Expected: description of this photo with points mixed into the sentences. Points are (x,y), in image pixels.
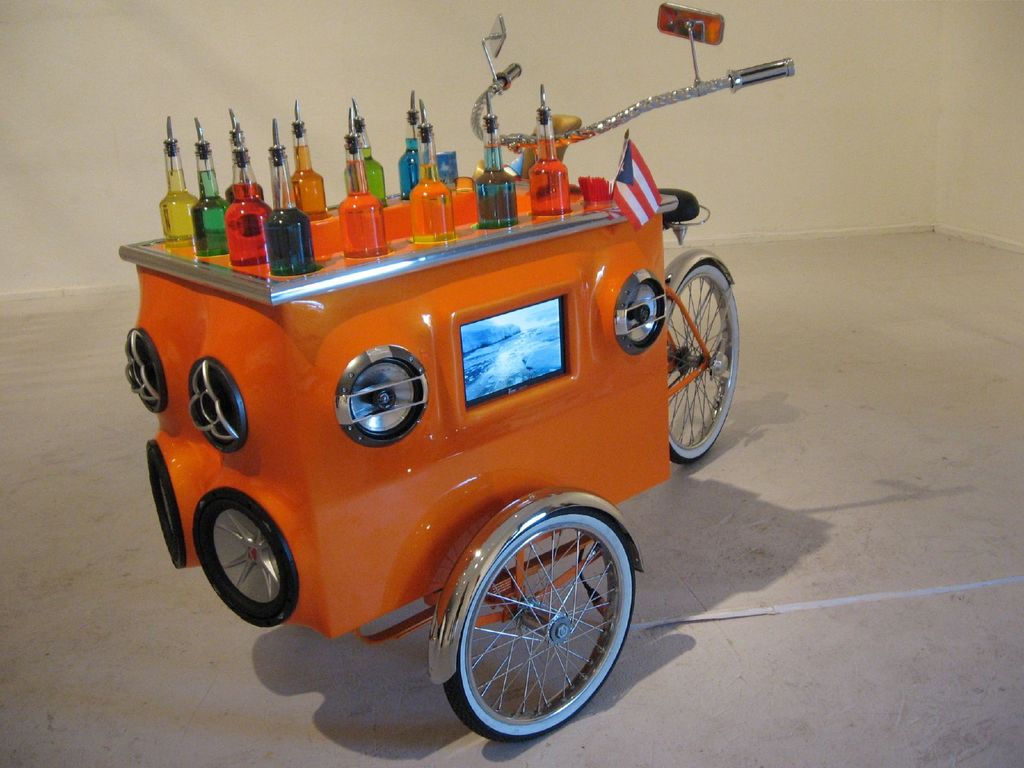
In this image we can see a cart (404,229) with bottles (368,235). At the bottom of the image (762,683) there is floor (646,676). In the background of the image (240,86) there is wall (783,102).
